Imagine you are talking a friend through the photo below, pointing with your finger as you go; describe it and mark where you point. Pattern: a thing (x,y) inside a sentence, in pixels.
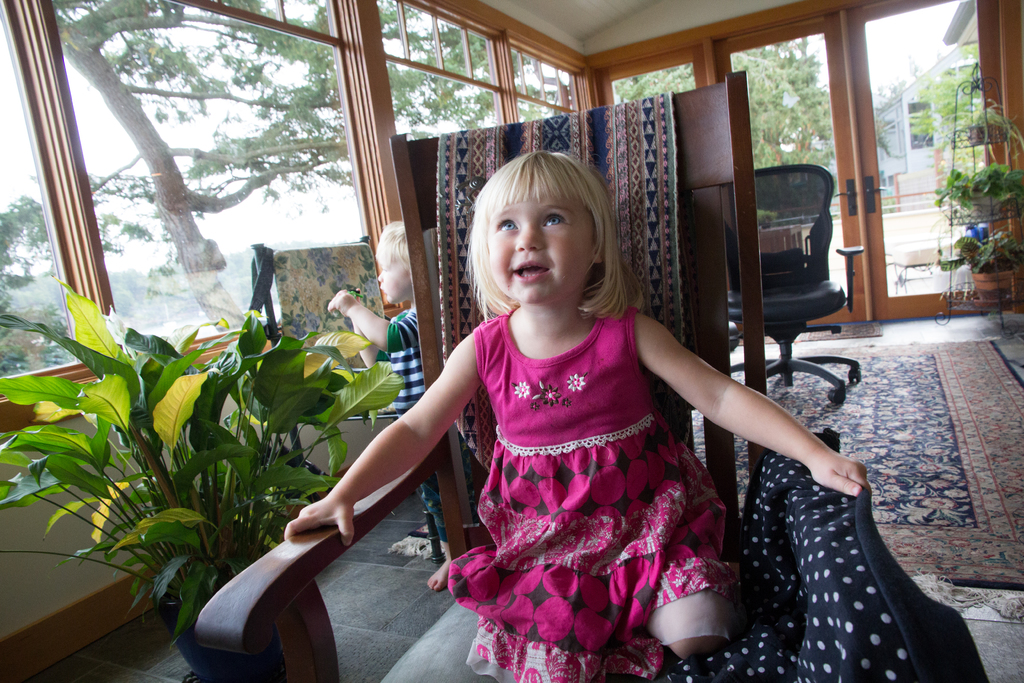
In this image I can see a girl (537,485) and a boy (417,359). Among them a girl (595,487) is wearing a pink dress (549,468) sitting on a chair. Here we have a plant (194,438) a window (219,346) and a chair (437,307).
